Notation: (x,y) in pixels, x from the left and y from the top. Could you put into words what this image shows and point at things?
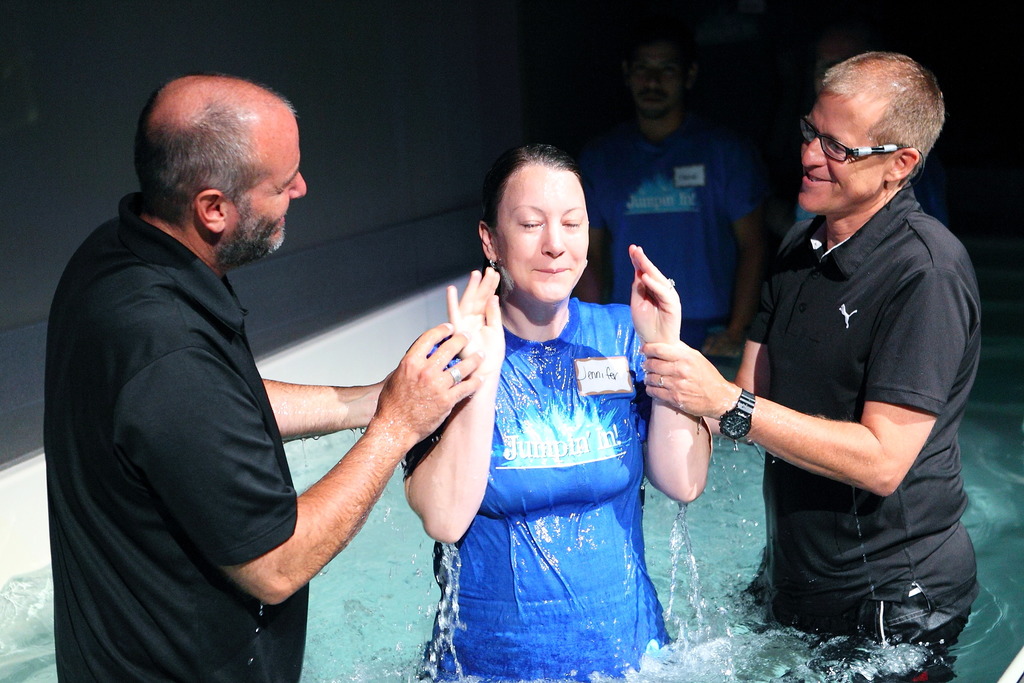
In the picture there are four people (664,390) standing in a water tub (731,521), in the front (501,529) there is a woman (536,327) she is completely wet and two men (906,345) were holding the woman (559,443), in the background (369,134) there is a wall (119,152).
